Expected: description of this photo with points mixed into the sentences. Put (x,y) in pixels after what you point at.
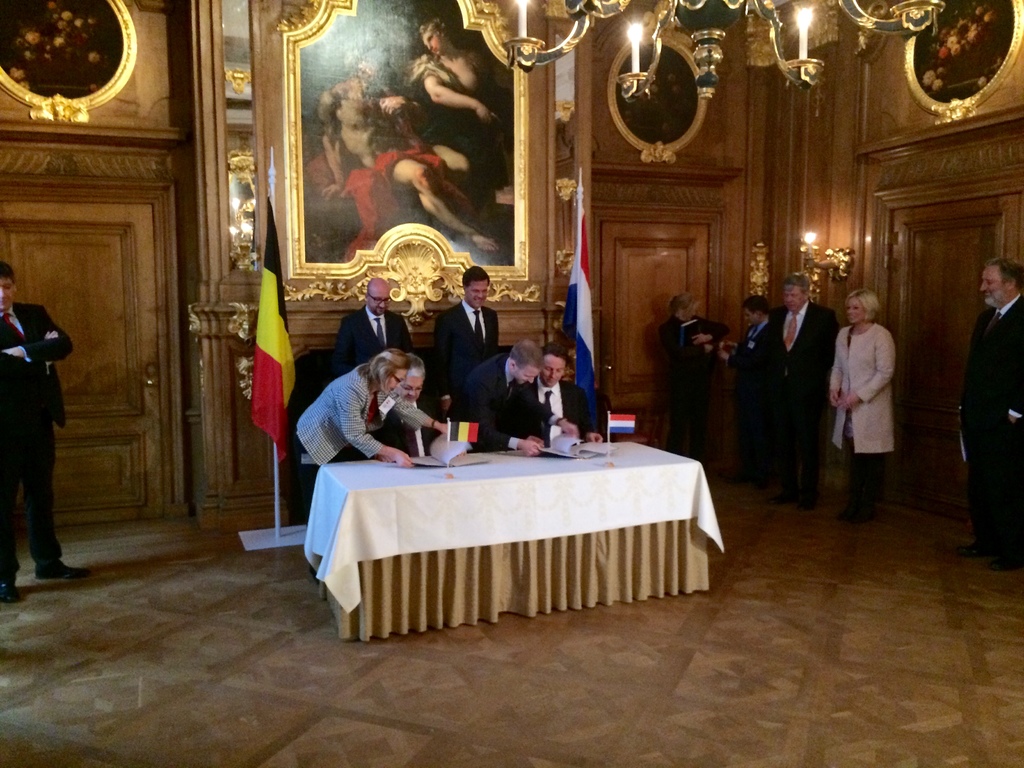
in the center (345,333) we can see few persons (305,417) were standing around the table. On table (504,479), we can see flag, book (593,454), cloth (519,479). And on the right (999,344) we can see few persons (996,326) were standing. And on the left (17,400) we can see one man (19,380) standing. And coming to back we can see wall (558,289), light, door (672,261), flags (577,312).
